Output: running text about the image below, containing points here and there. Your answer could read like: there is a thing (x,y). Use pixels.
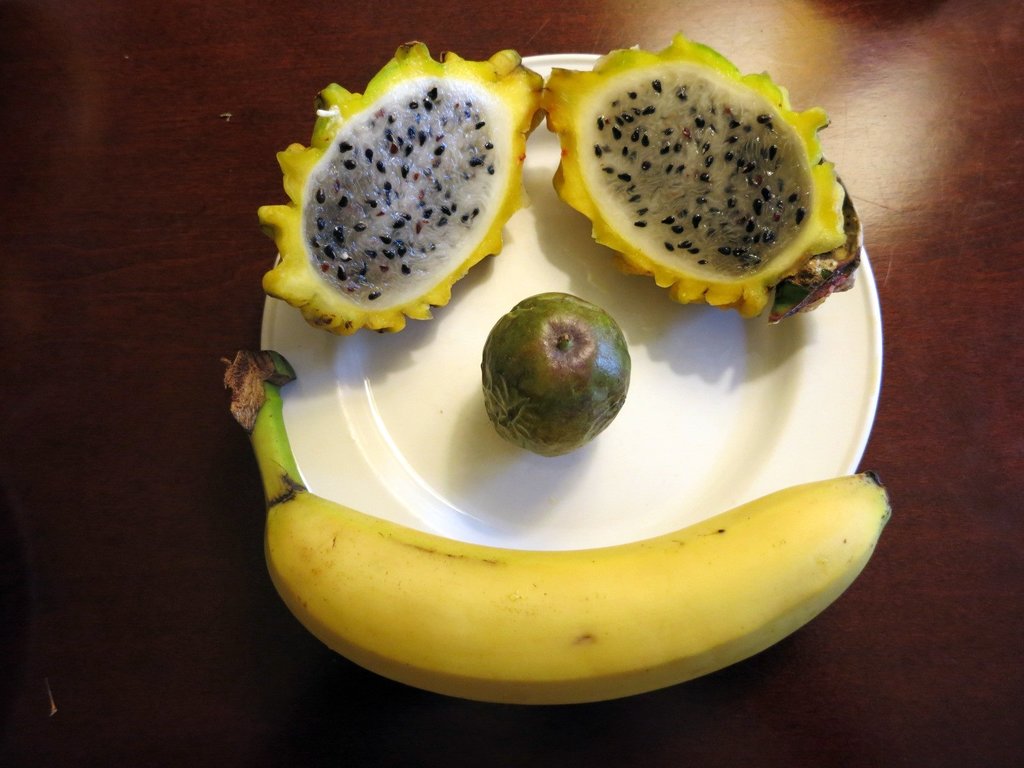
In this image I can see a white colour plate (813,403) and on it I can see different types of fruits (522,344).
